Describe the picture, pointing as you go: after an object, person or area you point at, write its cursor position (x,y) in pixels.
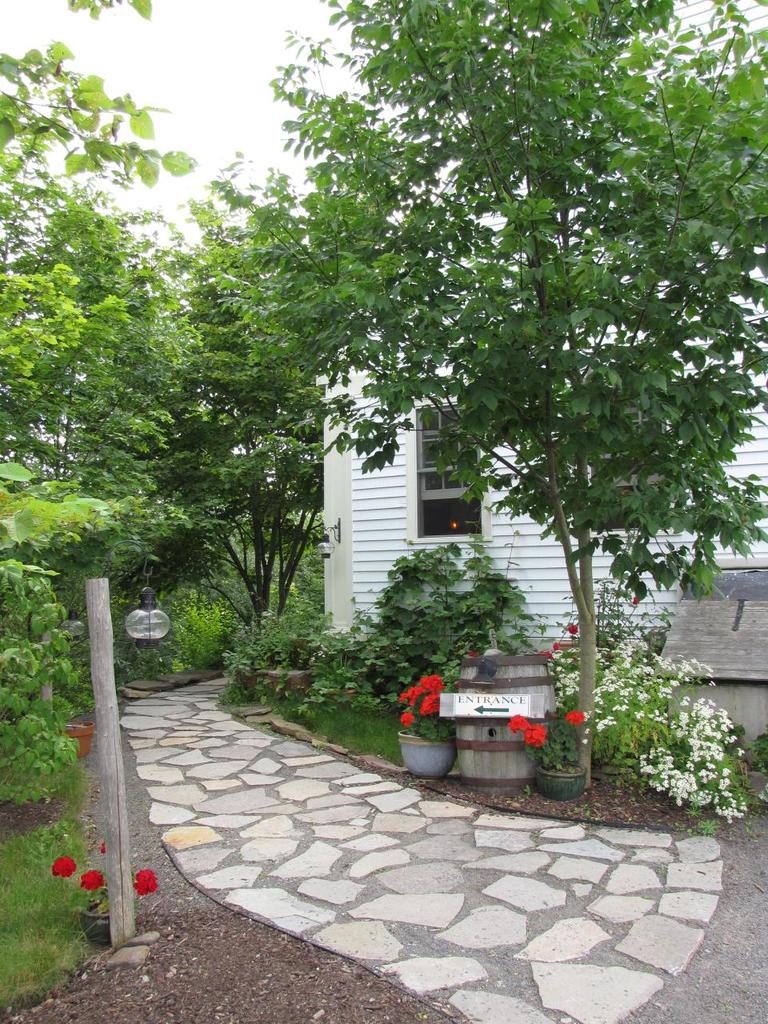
In the picture we can see a path (337,951) with a tile (240,883) and near to it there is a pole (94,624) and some plants (545,754) with flowers (697,753) and in the background (360,606), we can see a house (389,483) which is white in color with a window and besides it also we can see a plants (280,645) and trees (115,132) and sky (187,87).
